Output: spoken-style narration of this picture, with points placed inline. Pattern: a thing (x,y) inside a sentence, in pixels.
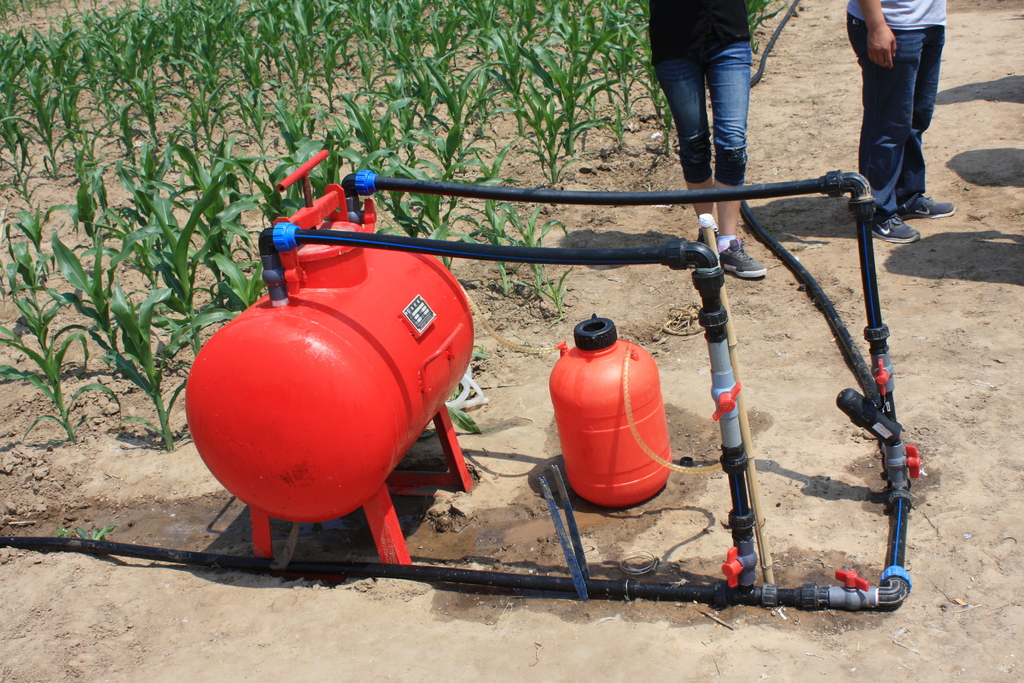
This image consists of plants (213,100) in the middle (504,232). There is a machine (267,235) in the middle (361,359). There are two persons (876,136) at the top (716,169).
